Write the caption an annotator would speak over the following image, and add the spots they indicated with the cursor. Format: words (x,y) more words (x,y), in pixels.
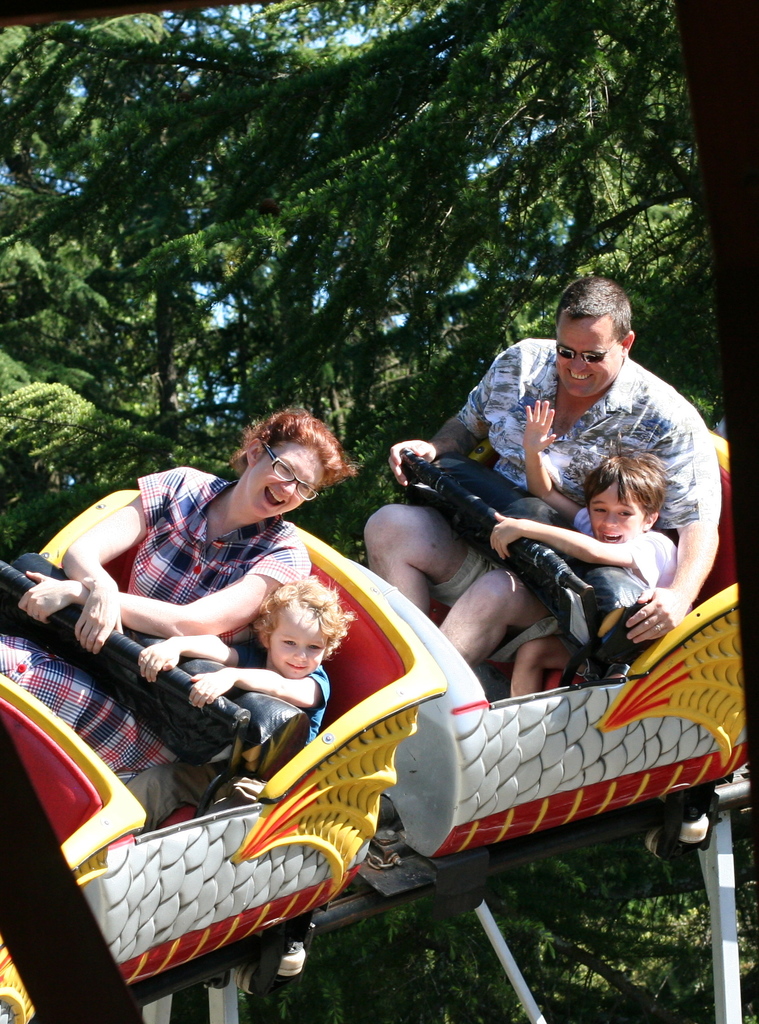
In this image, there are four persons (590,552) sitting in a mechanical ride (373,742) and smiling. In the background (388,237), there are trees (500,292).
